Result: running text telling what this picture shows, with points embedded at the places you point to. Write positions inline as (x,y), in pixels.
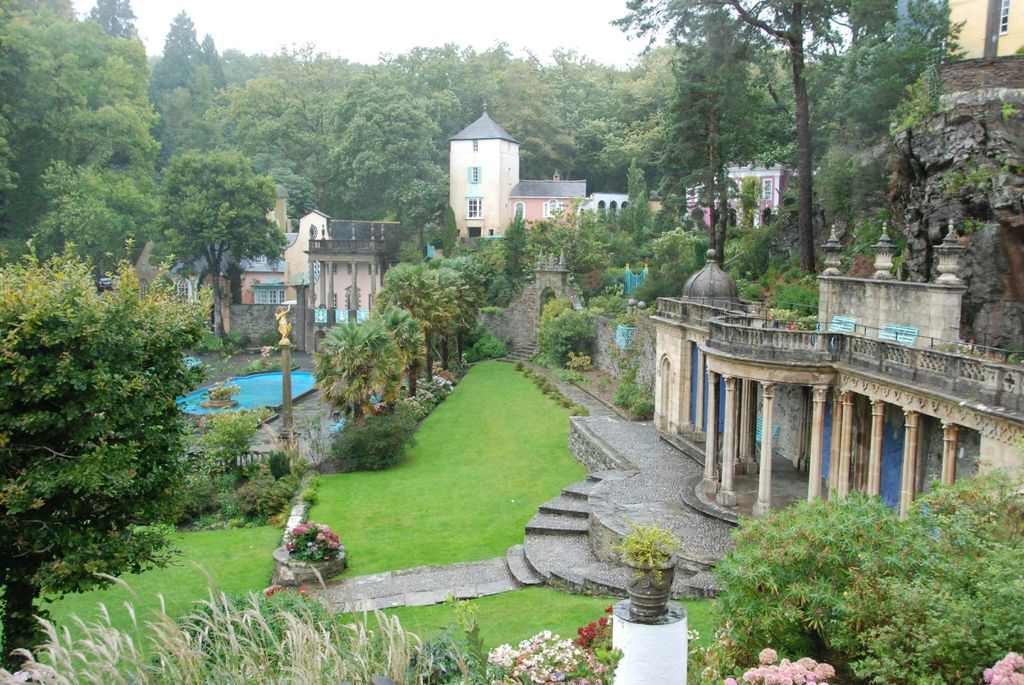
In this image there is a statue (286,326) on the pillar (290,436). Beside there is a pool (300,376). Few plants (230,416) and trees (21,536) are on the grassland (569,629). Bottom of image (647,651) there is a pillar (642,632) having a pot (641,594) with a plant (636,556) in it. Background (230,195) there are few buildings (938,408) and trees (523,165). Top of image (511,12) there is sky (424,36).
